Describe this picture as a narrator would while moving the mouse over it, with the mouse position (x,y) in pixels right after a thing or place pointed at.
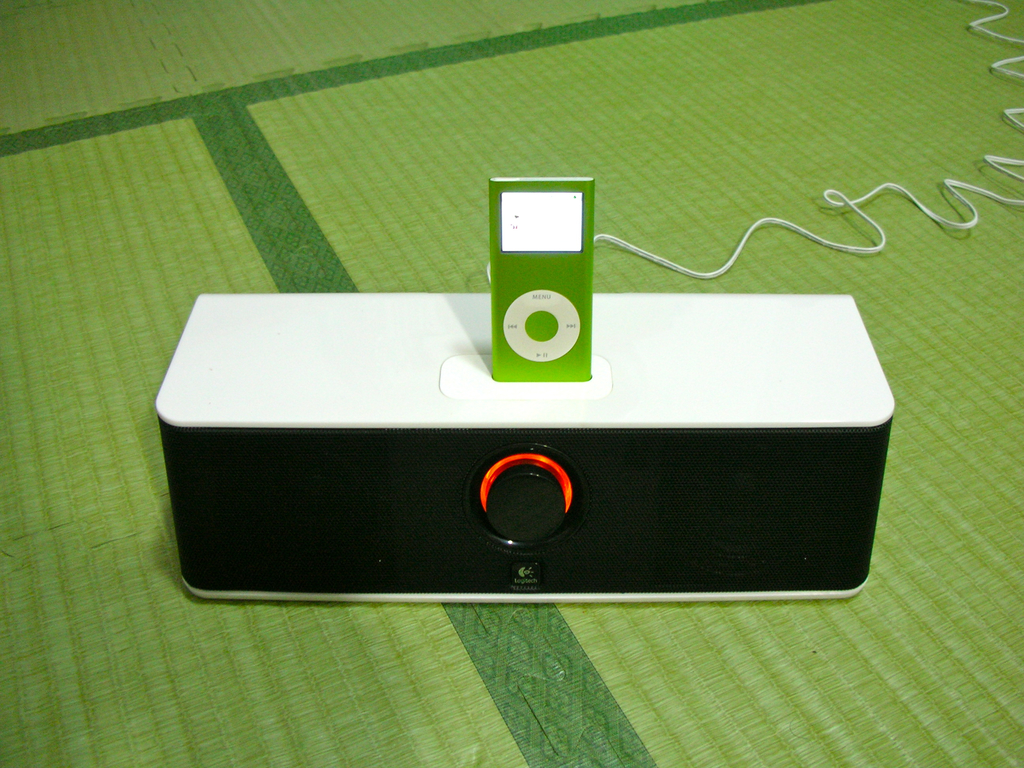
There is a bluetooth speaker (536,394) and a ipod (570,323) is present on it. There is a white wire (1018,111) on the green surface (46,210).
